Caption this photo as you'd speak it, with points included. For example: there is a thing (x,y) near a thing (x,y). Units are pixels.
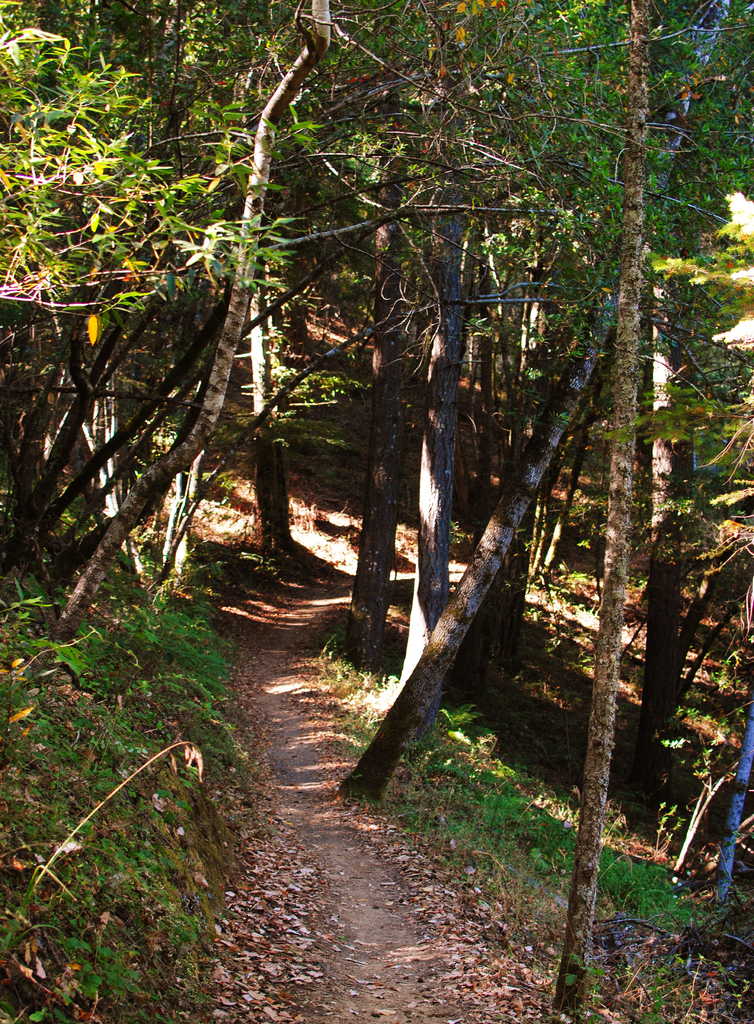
It is a forest (361,583) and there are dense trees (450,443) in the forest (434,427) and in between the trees (381,568) there is a walkway (290,795).
